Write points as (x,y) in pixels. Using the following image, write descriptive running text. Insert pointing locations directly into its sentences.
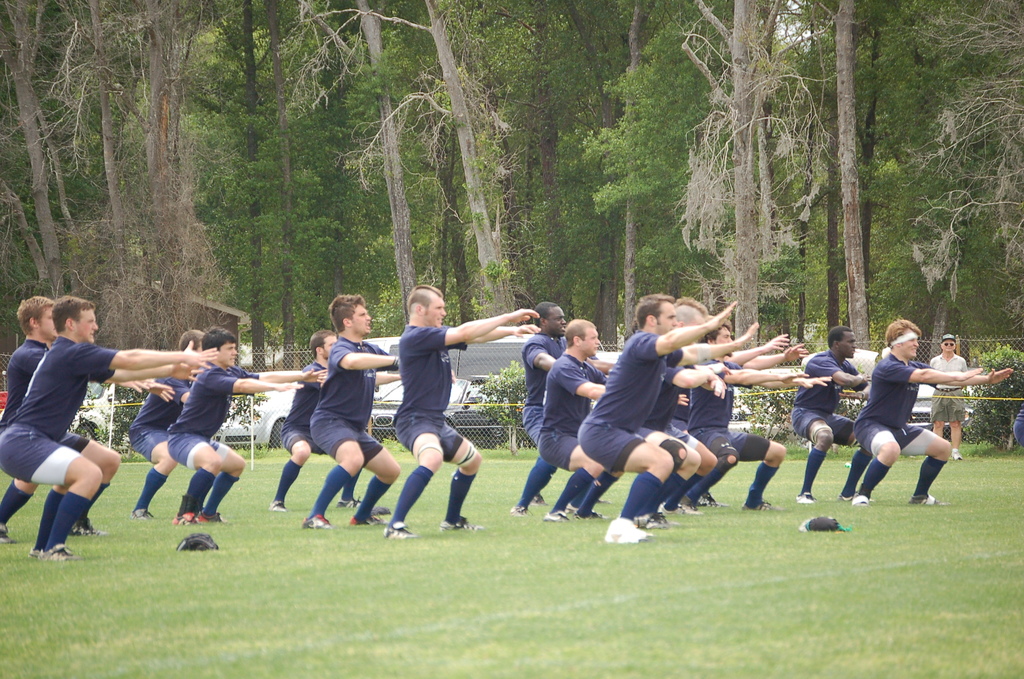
In this image we can see men (822,390) doing exercise, plants (509,417), motor vehicles (877,357), fences (270,393) and trees (318,182).
